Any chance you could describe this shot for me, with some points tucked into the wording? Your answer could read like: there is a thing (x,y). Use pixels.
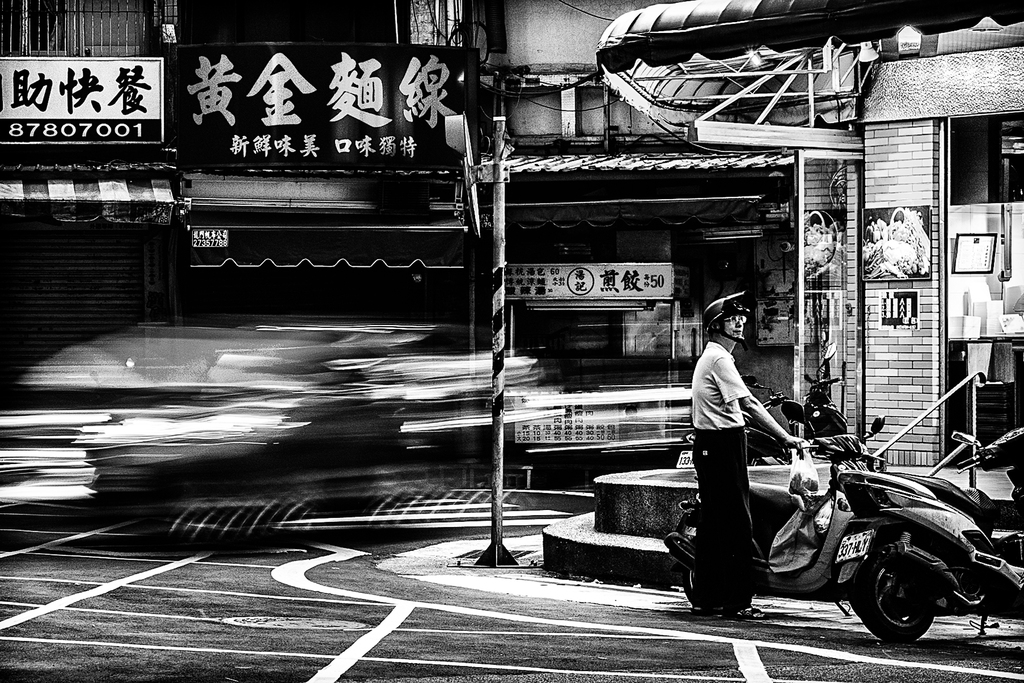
In the bottom right corner of the image (823,590) we can see some motorcycles (825,381) and a person (705,403) is standing. In the middle of the image (532,451) we can see some poles (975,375), buildings (952,109) and banners (349,77). Background of the image (199,260) is sharp.
